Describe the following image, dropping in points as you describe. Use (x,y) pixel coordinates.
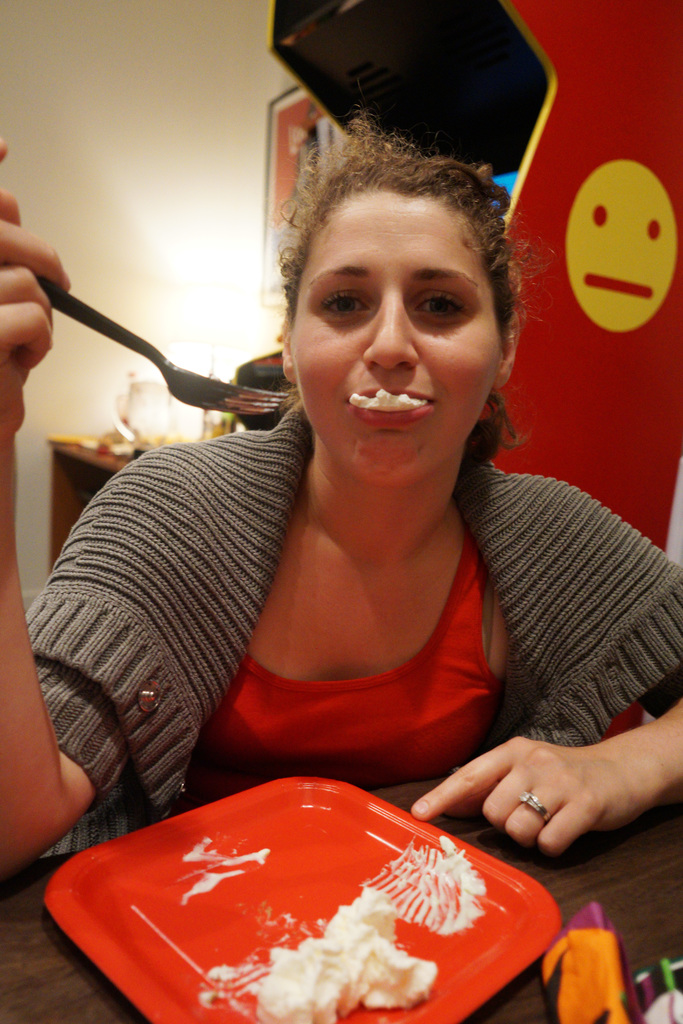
In the foreground of the picture (252,630) there is a woman (245,527) holding a fork (231,388) and eating food (401,397), in front of her there is a table (574,875), on the table (597,867) there are plate (479,963), food item (385,963) and other objects (654,1004). In the background (115,232) there are desk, jar (161,401), poster (286,160), wall (167,303), emoticon (618,241) and other objects (335,113).
